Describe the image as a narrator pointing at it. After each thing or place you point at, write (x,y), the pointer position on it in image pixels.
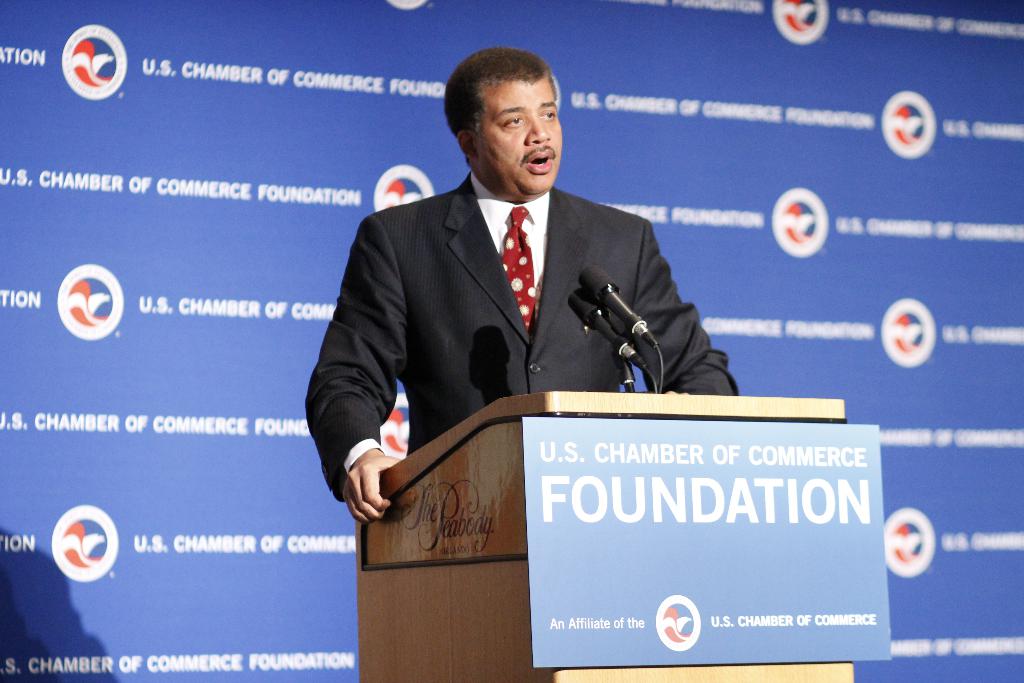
There is a man (603,343) standing and talking, in front of him we can see microphones (638,327) on the podium (538,396) and board (618,615). In the background (336,94) we can see hoarding (1021,408).
